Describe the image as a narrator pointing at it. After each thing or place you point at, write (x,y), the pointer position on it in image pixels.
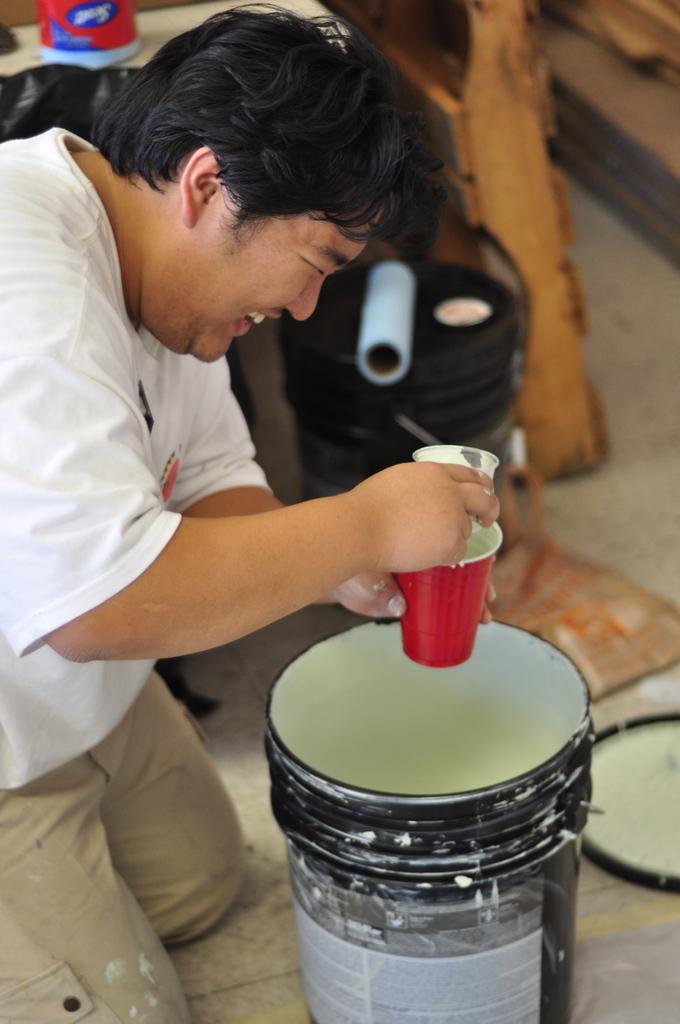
In this image there is a man (147,448) who is holding the cup (438,605) in which there is some liquid (478,552). At the bottom (428,902) there is a black colour bucket (422,843) which is full of liquid (449,733). In the background (349,364) there is another bucket (412,401) on the floor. The man (190,516) is laughing.
